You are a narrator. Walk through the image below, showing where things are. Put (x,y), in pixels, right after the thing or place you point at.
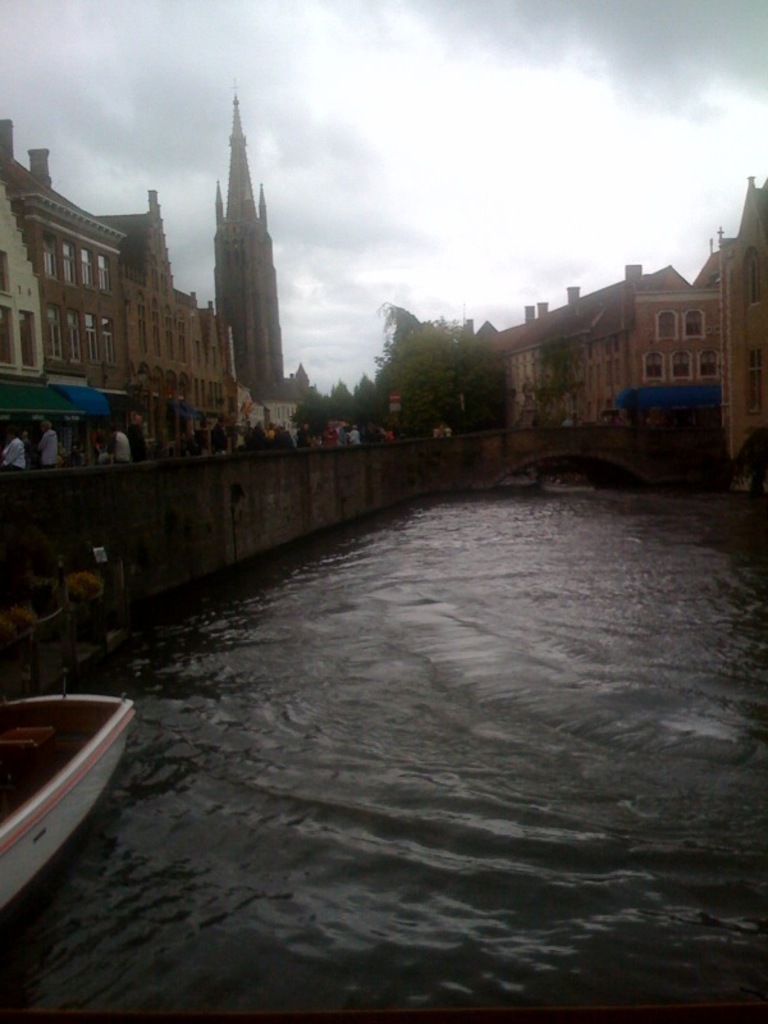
In this image at the bottom (203,890) there is a canal (574,625), and in the canal (182,738) there is one boat (73,698). On the left side (126,468) and in the center (262,483) there is one bridge (209,452), and on the bridge (274,450) there are some people (377,428) walking. And in the background (168,310) there are some buildings (26,347), trees (442,345) and at the top (448,41) there is sky (422,140).
